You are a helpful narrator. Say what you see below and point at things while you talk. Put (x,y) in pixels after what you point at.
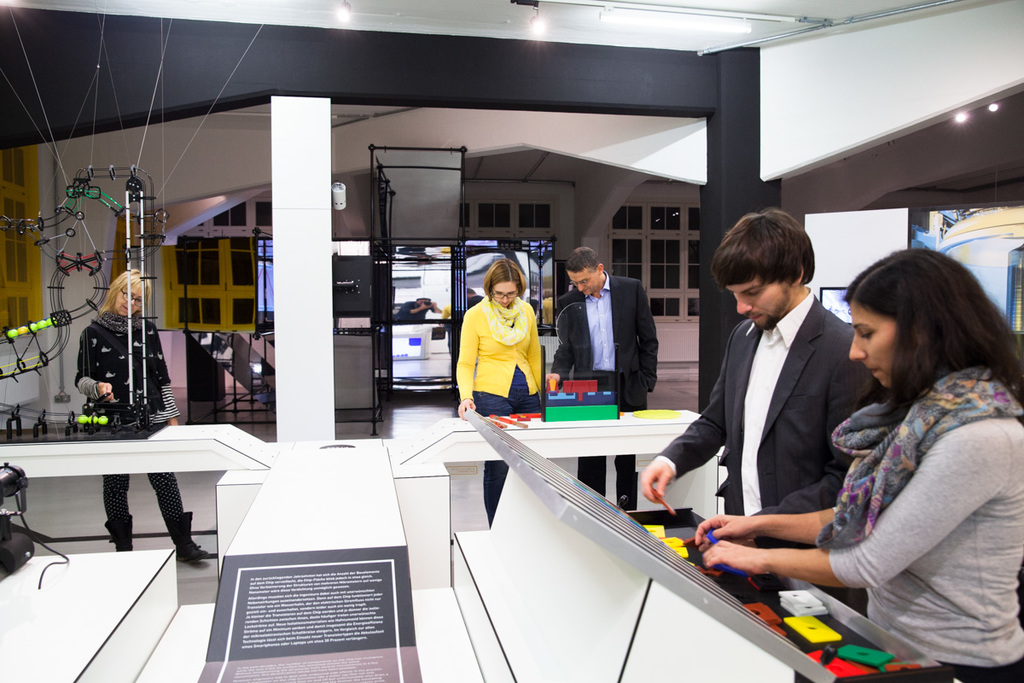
In the Image there is a man (812,422) and woman (972,545) looking at instrument (617,558) it seems to be a museum (545,116) and in the background (111,363) there is a old lady (106,354) with black dress (108,337) looking at a instrument (58,282) and in the middle (490,355) there are two other persons (510,370) looking at plastic instrument (591,403) and the background (431,336) there is a mirror (425,257) and there are several lights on the ceiling (497,3).
